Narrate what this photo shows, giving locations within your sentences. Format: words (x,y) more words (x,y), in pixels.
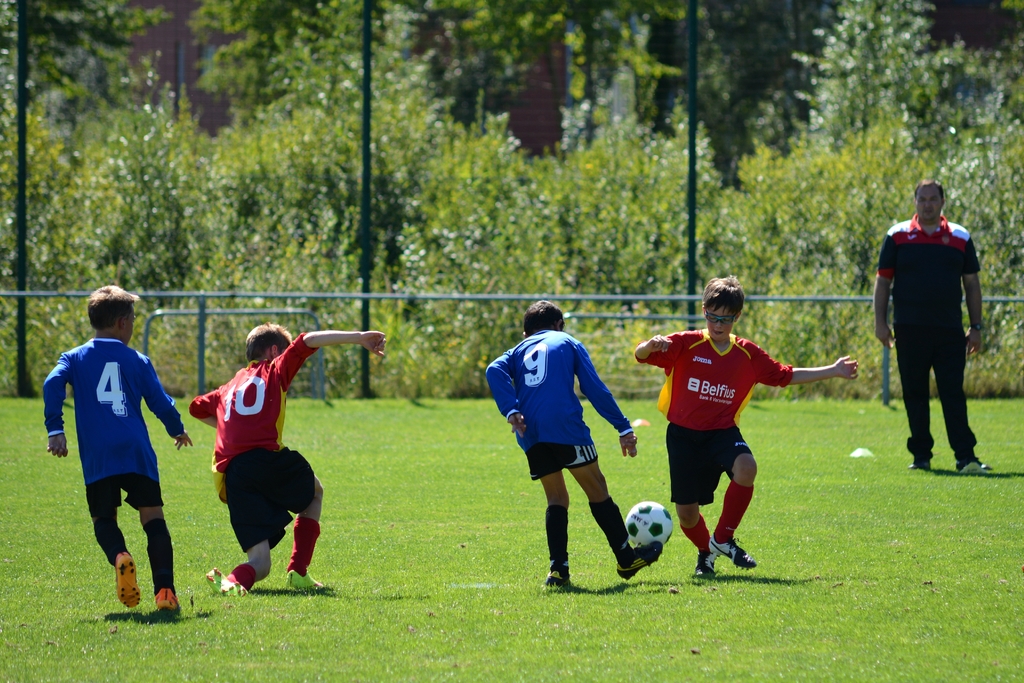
This image is taken outdoors. At the bottom of the image (101,613) there is a ground (83,532) with grass (395,535) on it. In the background (326,293) there is a railing (630,317). There are many trees (762,273) and plants (161,151). There are a few poles (22,155). On the right side of the image (946,275) a man (949,423) is standing on the ground (994,453). In the middle of the image (552,361) four boys (753,475) are playing football with a ball (650,520).
